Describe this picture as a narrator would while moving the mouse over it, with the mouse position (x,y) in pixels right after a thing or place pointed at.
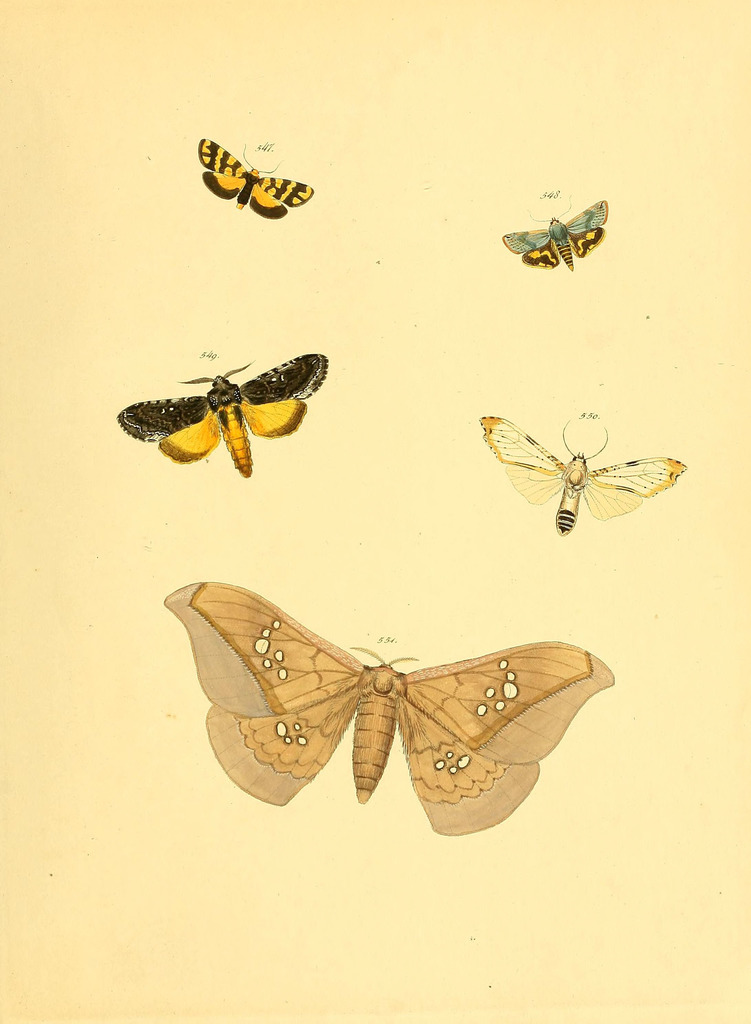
In this picture I can see images of butterfly (531,253).
